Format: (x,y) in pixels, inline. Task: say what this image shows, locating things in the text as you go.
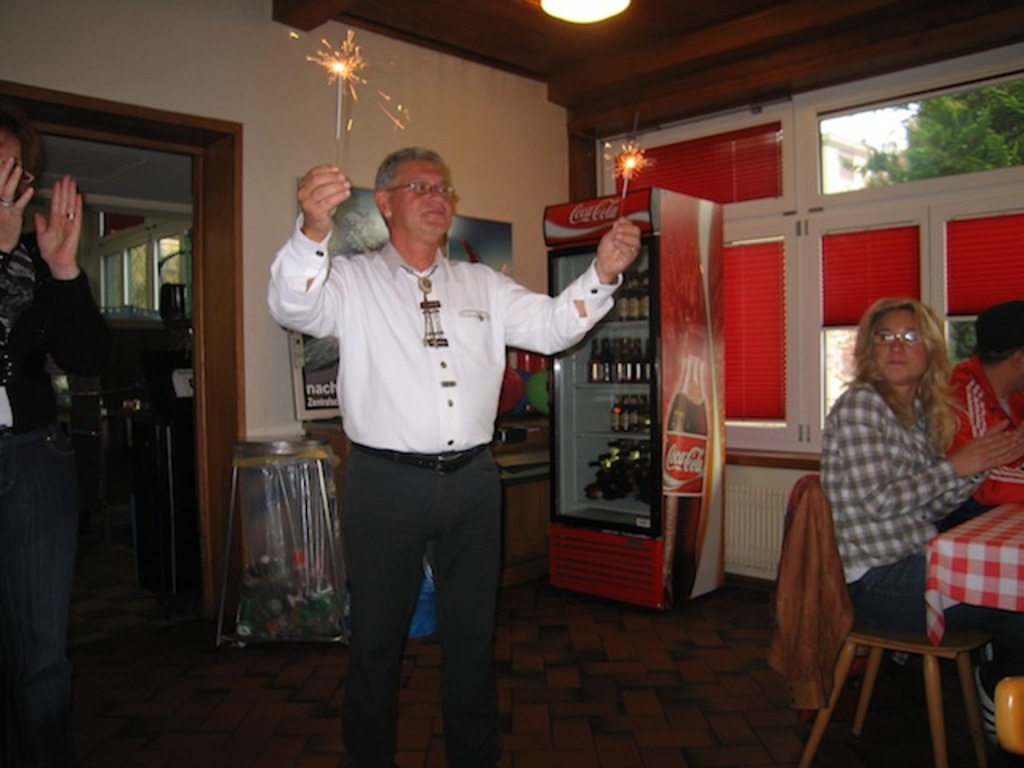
In this image i can see a man (442,193) standing holding a cracker (624,193) at right (879,340) there are few other people (925,569) sitting on chair (859,637) at the back ground (786,295) i can see few bottles (646,352), a window (798,299) and a wall (549,165).
